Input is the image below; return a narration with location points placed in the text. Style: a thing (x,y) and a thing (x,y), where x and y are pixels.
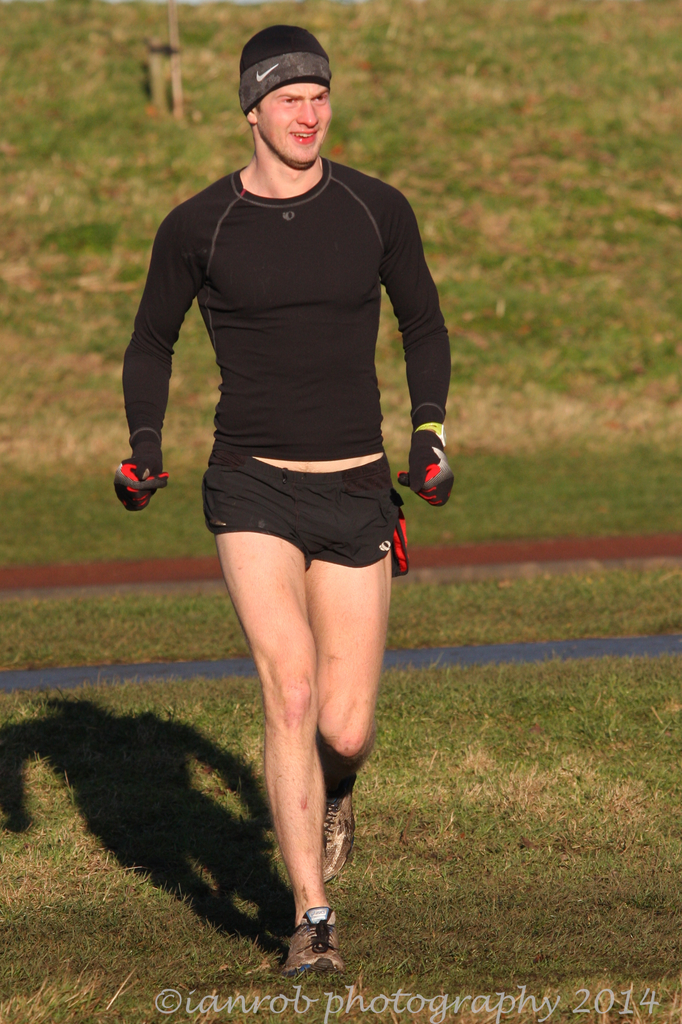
In this image, I can see the man (328,618) walking and smiling. This is the grass (493,632). At the bottom of the image (164,1011), I can see the watermark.
